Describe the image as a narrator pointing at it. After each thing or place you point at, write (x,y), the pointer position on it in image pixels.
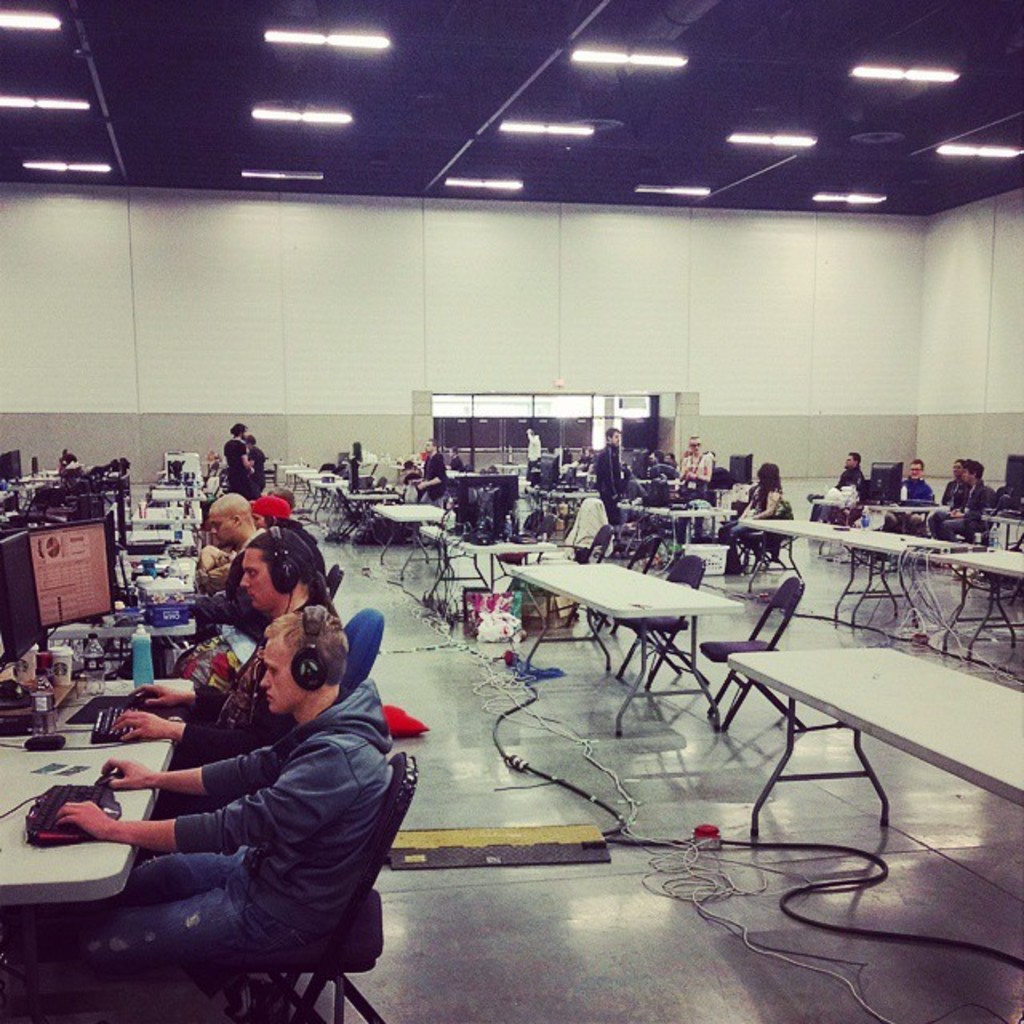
In the center of the image (665,605) we can see tables (811,531) and chairs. On the right (748,931) there are wires (786,843) and we can see people (341,809) sitting. There are computers (78,534), bottles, keyboards (116,729), bags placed on the tables (594,566). In the background (248,486) there are people (603,452) standing and we can see a wall (501,247). At the top (502,183) there are lights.
